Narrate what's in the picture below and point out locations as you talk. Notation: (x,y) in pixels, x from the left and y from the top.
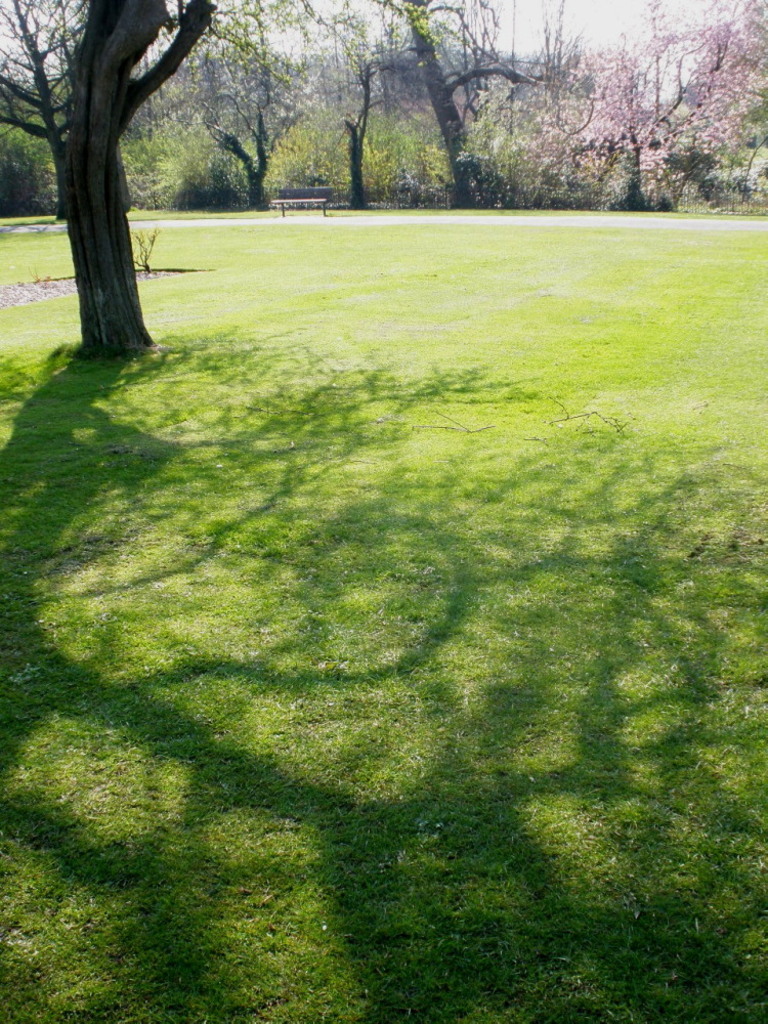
This image is taken outdoors. At the top of the image (592,21) there is the sky (551,21). At the bottom of the image (222,928) there is a ground (97,631) with grass (492,296) on it. In the background (360,118) there are many trees (654,148) and plants (766,193) with leaves (313,117), stems (64,145) and branches (289,94). There is an empty bench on the ground (317,229). On the left side of the image (92,223) there is a tree (107,215).
